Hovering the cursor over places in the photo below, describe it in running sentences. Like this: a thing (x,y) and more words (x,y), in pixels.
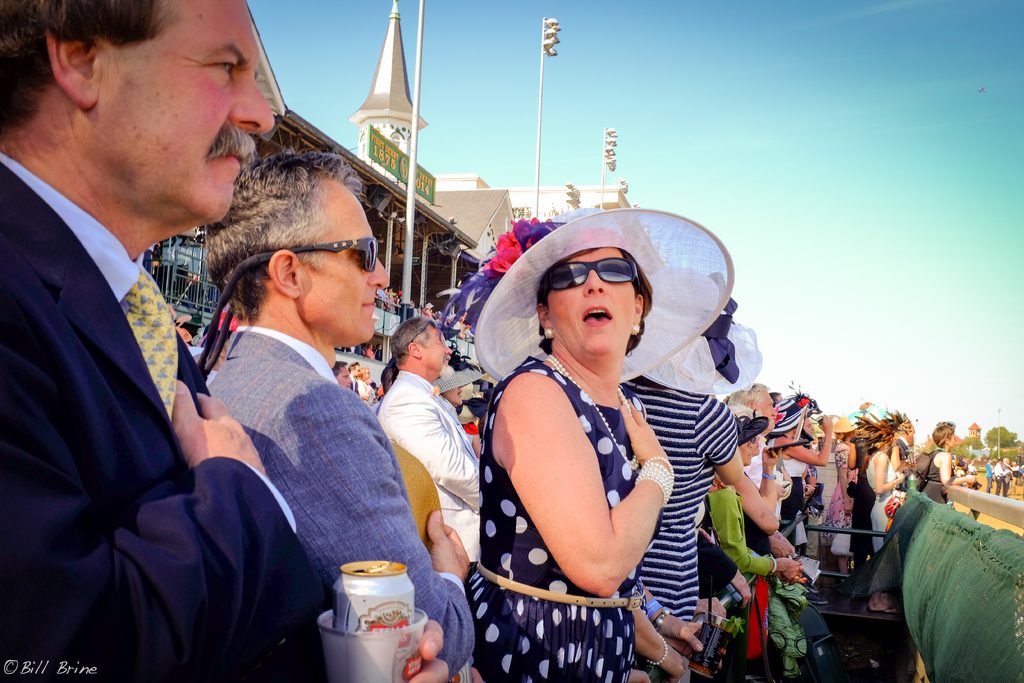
There are groups of people (579,394) standing. This looks like a building (428,204) with a name board (428,185). I think these are the floodlights (604,163). This looks like a spire (384,96). In the background (995,451), I can see the trees (982,443) and few people (1005,474) standing. At the bottom left corner of the image (62,671), I can see the watermark (30,669).
